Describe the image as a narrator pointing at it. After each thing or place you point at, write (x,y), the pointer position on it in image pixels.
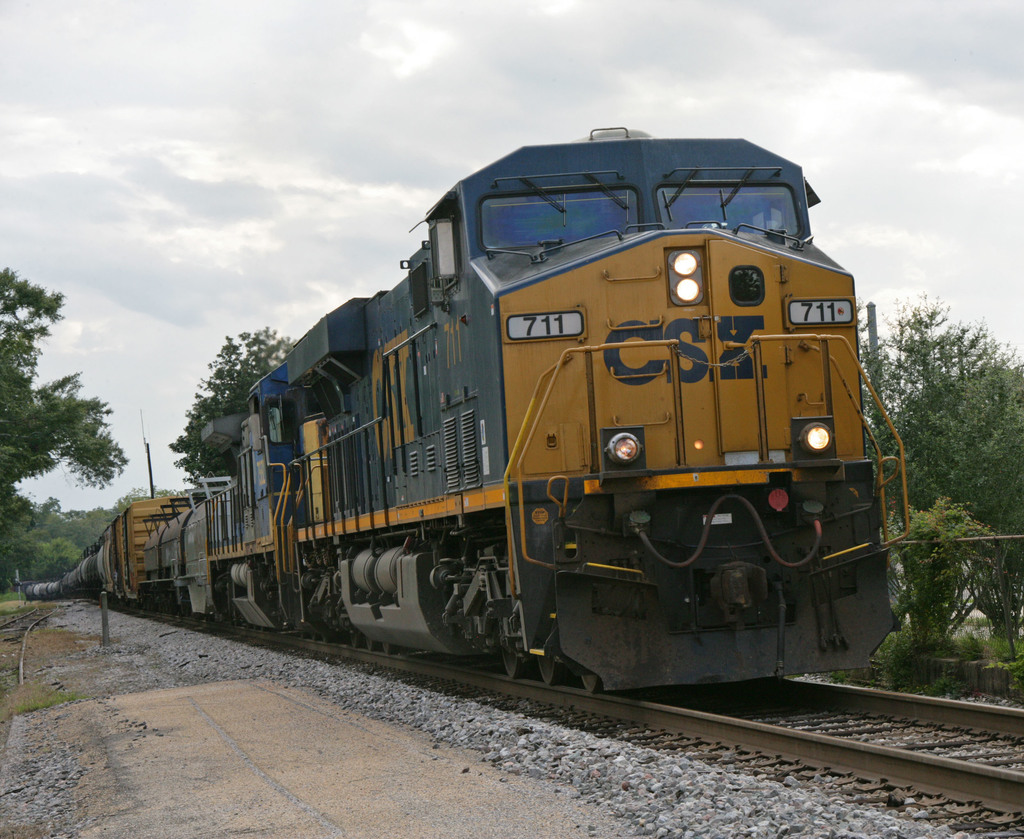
In this image I can see in the middle (499,327) there is a train (476,493), there are trees (17,326) on either side of this image, at the top (332,71) it is the cloudy sky (332,70).
